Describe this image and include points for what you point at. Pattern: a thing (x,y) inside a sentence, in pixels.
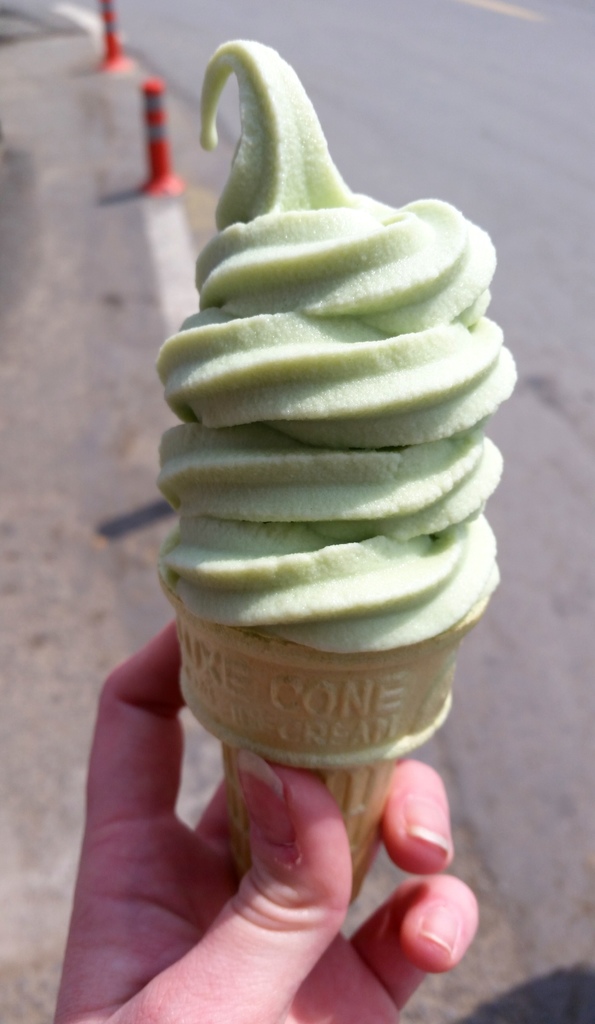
In this image in the foreground (378,646) there is one person (334,830) who is holding an ice cream (342,425), and in the background (499,795) there is a road (139,134) and two barricades (149,107).
